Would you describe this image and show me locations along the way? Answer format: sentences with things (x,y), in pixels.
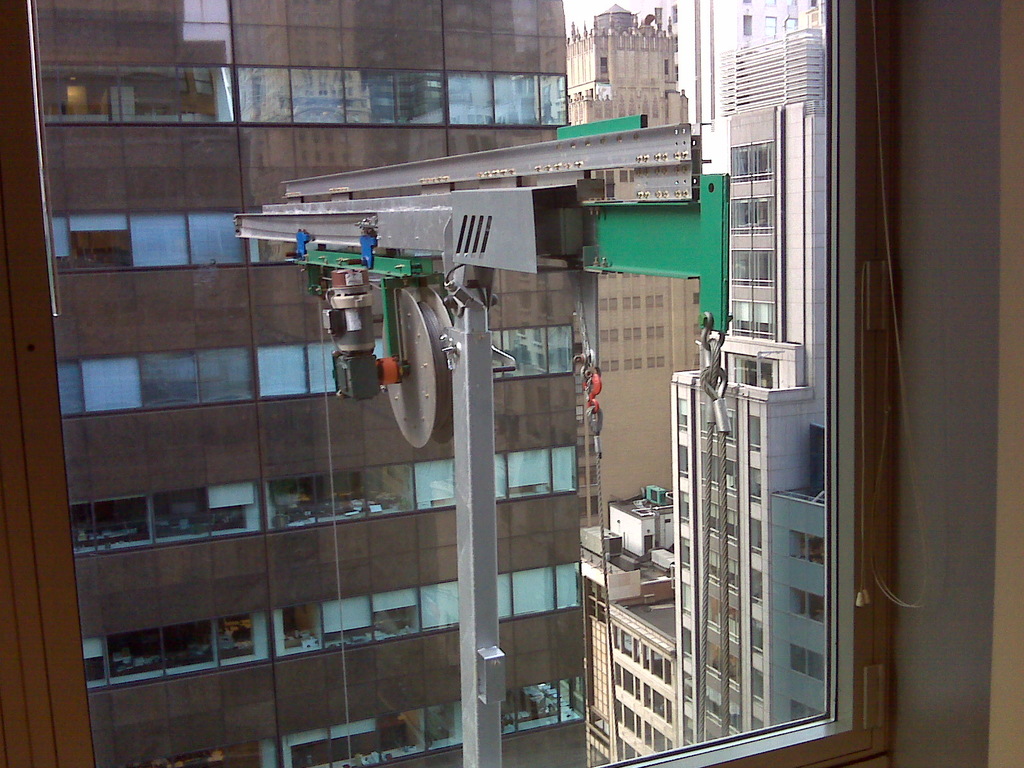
In this image there is a building (177,331) in the middle (549,457). In front of the building (213,419) there is a hoist machine (448,301) with the ropes (590,418). On the right side (731,115) there are so many buildings (590,57). In the foreground (400,68) there is a glass (445,487) through which we can see the buildings (665,516).
